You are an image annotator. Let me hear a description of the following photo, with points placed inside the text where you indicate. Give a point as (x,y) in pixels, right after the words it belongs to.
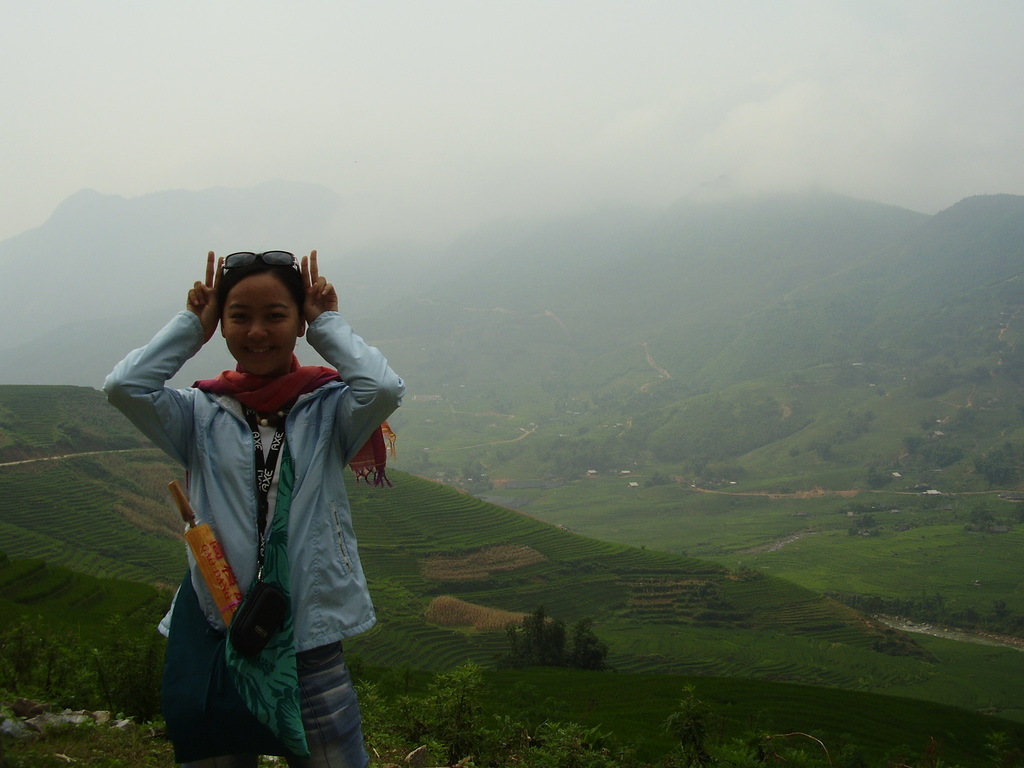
In this image there is a lady (233,503) standing, in the background (399,452) there are mountains (895,255), trees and fog (557,214).
